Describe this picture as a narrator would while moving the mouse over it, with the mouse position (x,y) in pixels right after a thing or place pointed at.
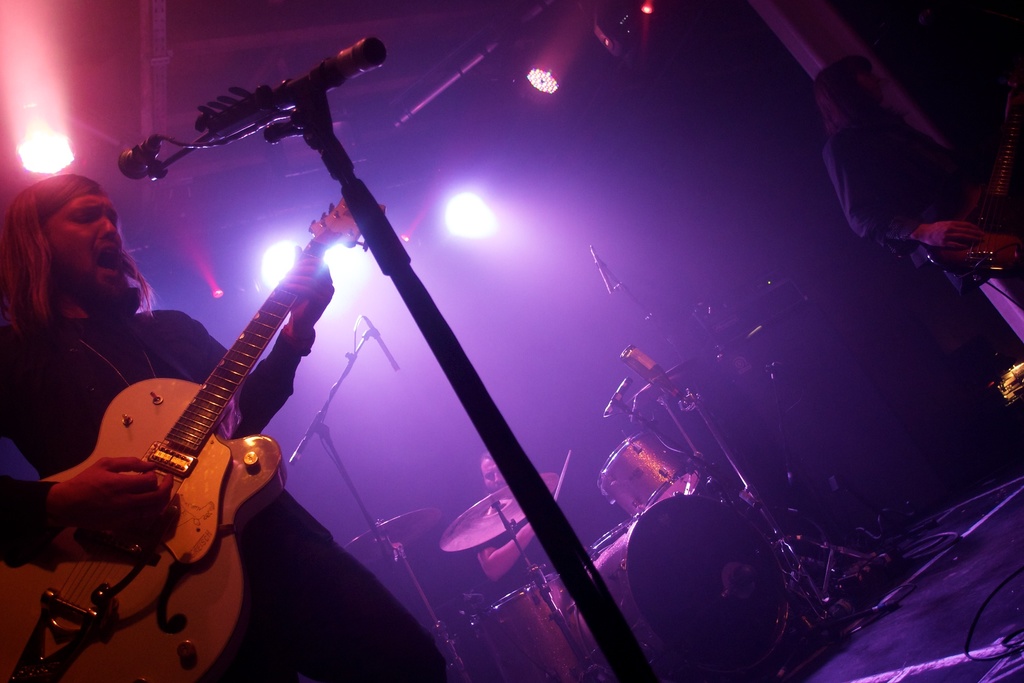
As we can see in the image, there are three persons (155,376). The person (912,176) on the right side (919,171) is holding guitar (1017,259) in his hand (931,225) and the person (103,251) on the left side (86,255) is holding guitar (201,455) in his hand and singing on mike (149,172) and in the middle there are few drums (633,464).
